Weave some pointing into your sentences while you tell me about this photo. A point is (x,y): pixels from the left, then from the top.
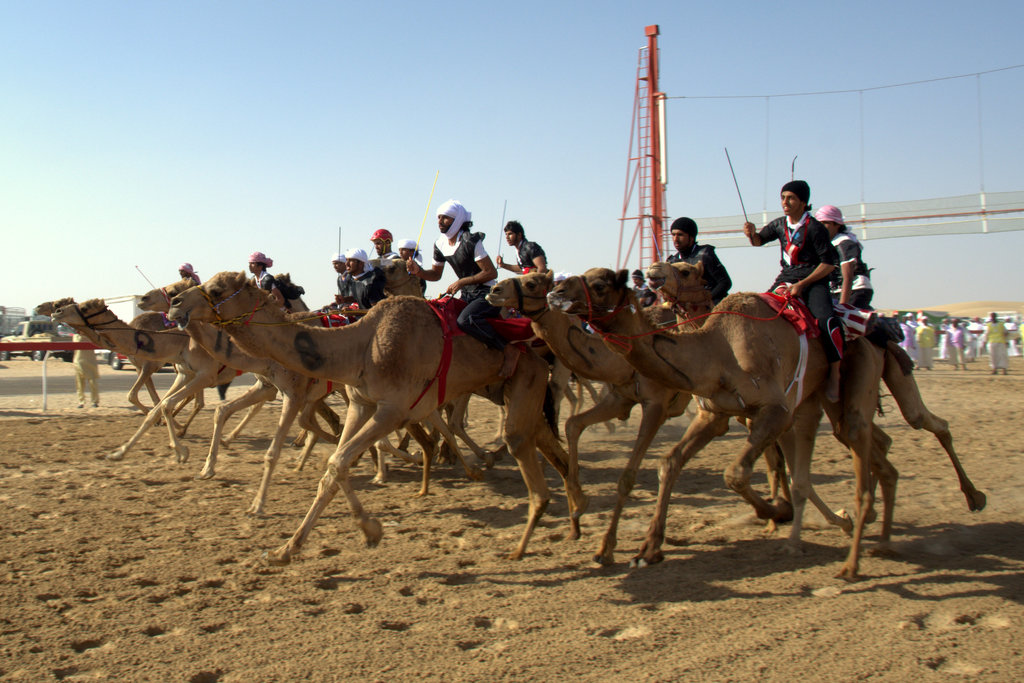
In this picture we can see there is a group of people (336,266) riding the camels (382,362) on the path (174,481) and behind the camel's (507,284) there are groups of people (84,369) and some vehicles (122,317). Behind the people (959,317) there is a sky (270,249).
